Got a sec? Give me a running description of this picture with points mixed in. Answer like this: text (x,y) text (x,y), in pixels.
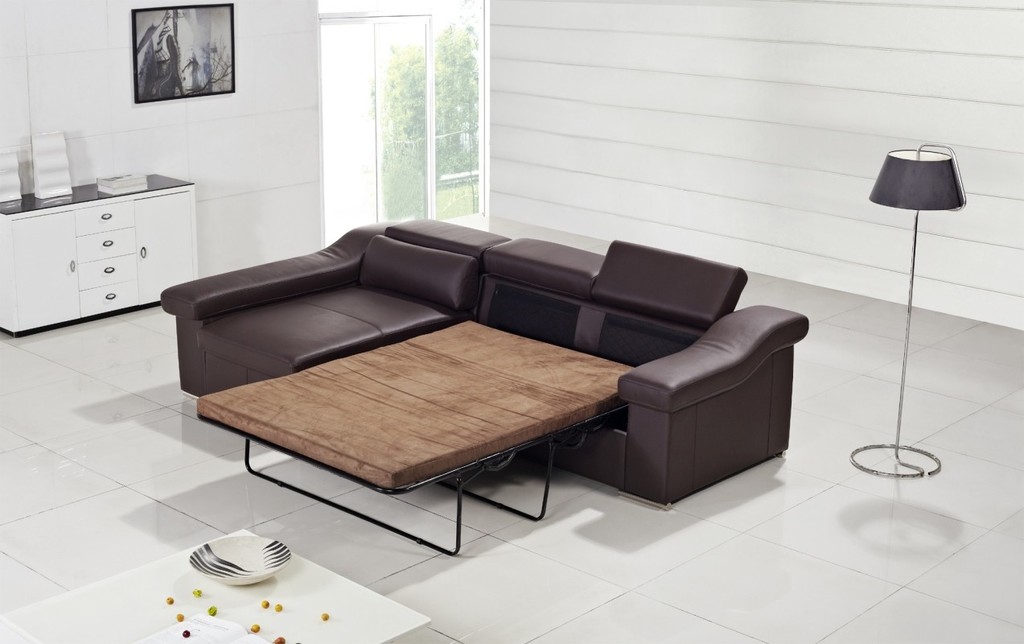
there is a sofa bed (506,367) with the lamp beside it and there is a table (303,580) with the bowl (252,550) in it and a photo frame (144,45) on the wall (672,241).
